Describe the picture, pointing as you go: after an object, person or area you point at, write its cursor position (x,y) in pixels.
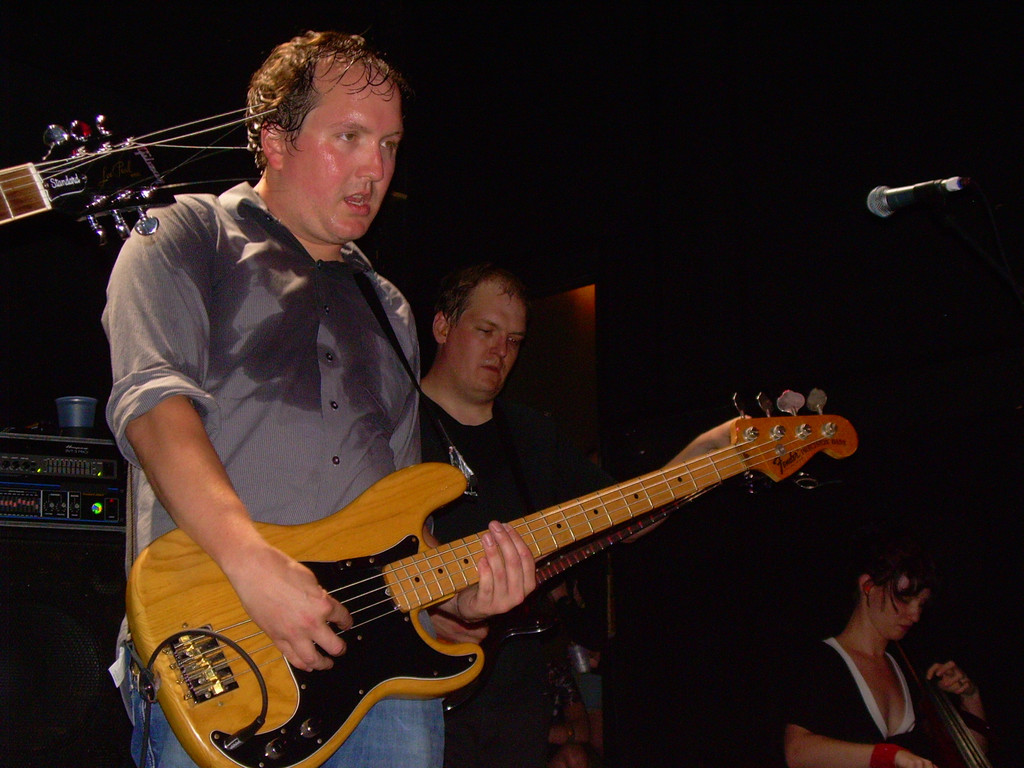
In this image we can see a man (164,256) standing holding a guitar (208,638). We can also see some people (813,655) holding the musical instruments (967,729). On the left side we can see the strings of a guitar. On the right side (898,194) we can see a mic (883,195).
